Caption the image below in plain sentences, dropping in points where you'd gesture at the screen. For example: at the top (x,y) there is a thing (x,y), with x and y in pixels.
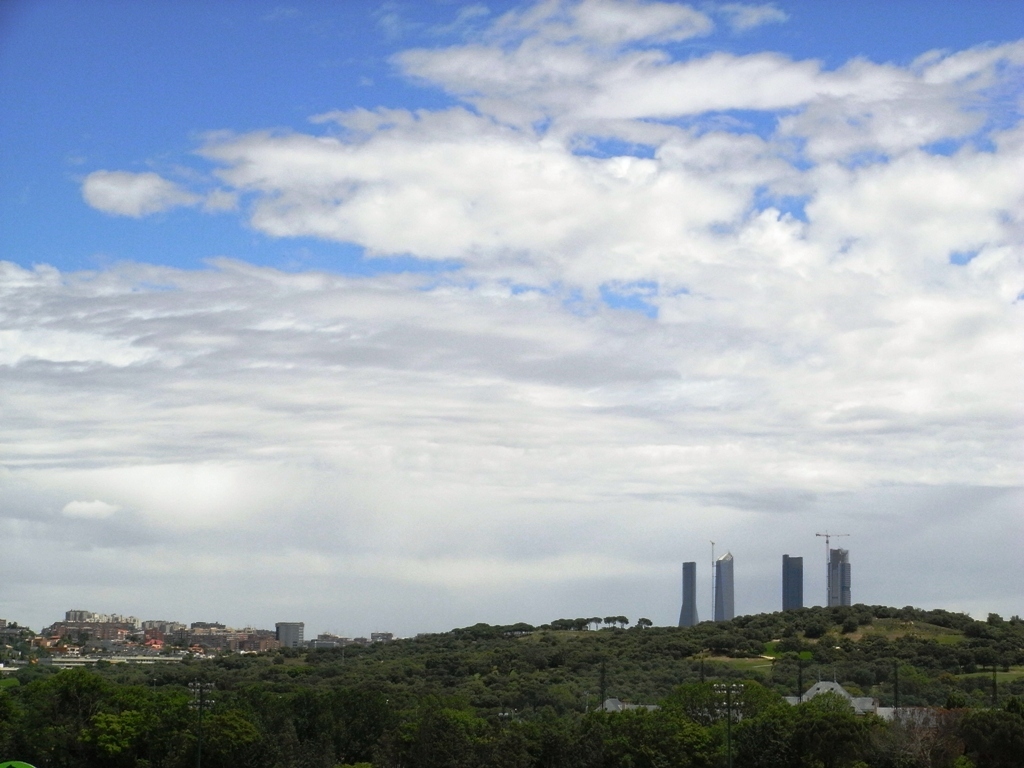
In the foreground of this image (335,744) we can see a group of trees (838,703), poles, buildings (250,629) and some cranes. In the background (526,388), we can see the cloudy sky (519,308).
